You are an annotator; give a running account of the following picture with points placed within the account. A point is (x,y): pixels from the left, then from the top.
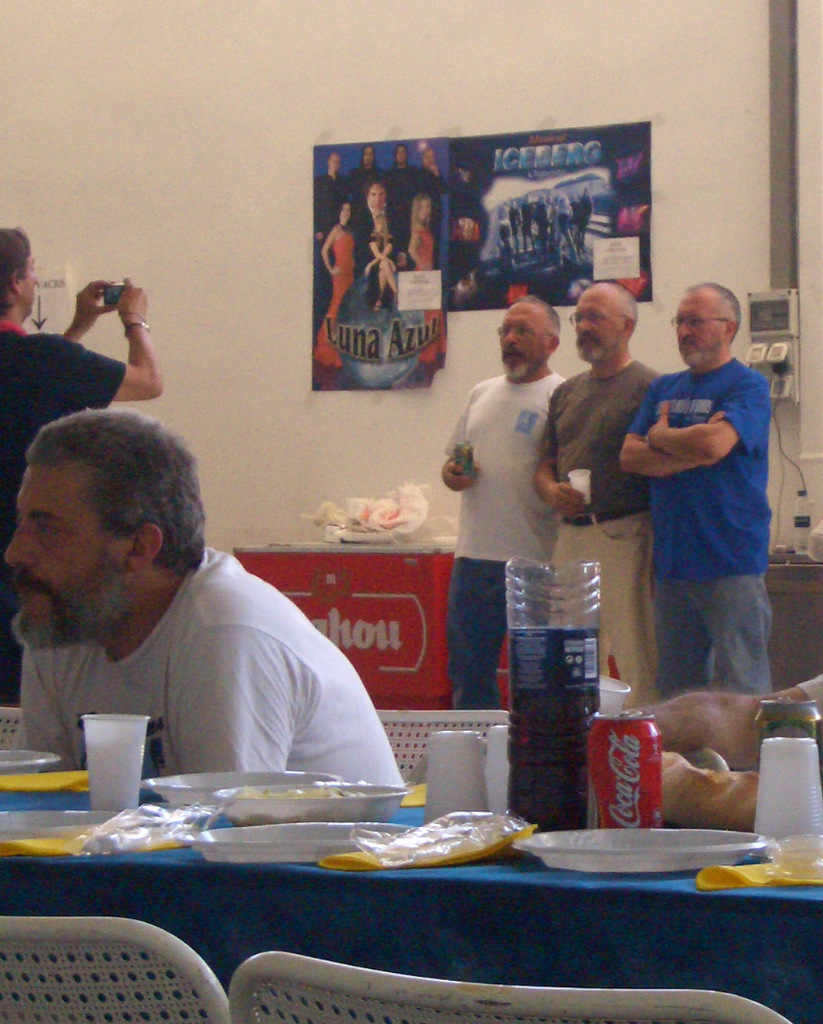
The image is taken inside a room (539,638). At the bottom (354,903) there is a table (440,945). There are plates (334,832), glasses (125,805), bottle (569,819) and a tin (596,778) placed on a table (427,951). There are chairs (357,976). There is a man (212,698) sitting on a chair (400,722). In the background (673,680) there are three people (465,625) standing. On the left (147,374) there is a man (139,361) standing and holding a camera (105,284) in his hand (127,302). In the background (464,88) there is a wall (464,88) and some posters (494,226) on the wall (568,337).
